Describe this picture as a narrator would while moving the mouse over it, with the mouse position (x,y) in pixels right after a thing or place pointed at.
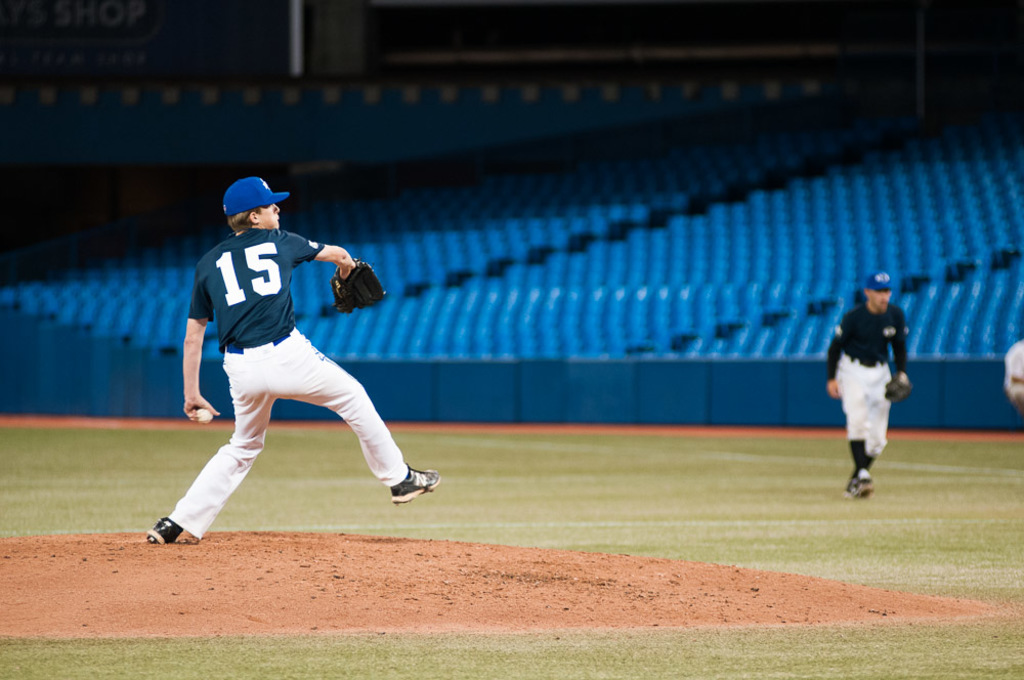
In this image there are persons (1023,401) playing in the stadium (454,444). In the background (548,222) there are empty seats (889,214) and in the center (522,443) there is grass (559,468) on the ground (582,470).
